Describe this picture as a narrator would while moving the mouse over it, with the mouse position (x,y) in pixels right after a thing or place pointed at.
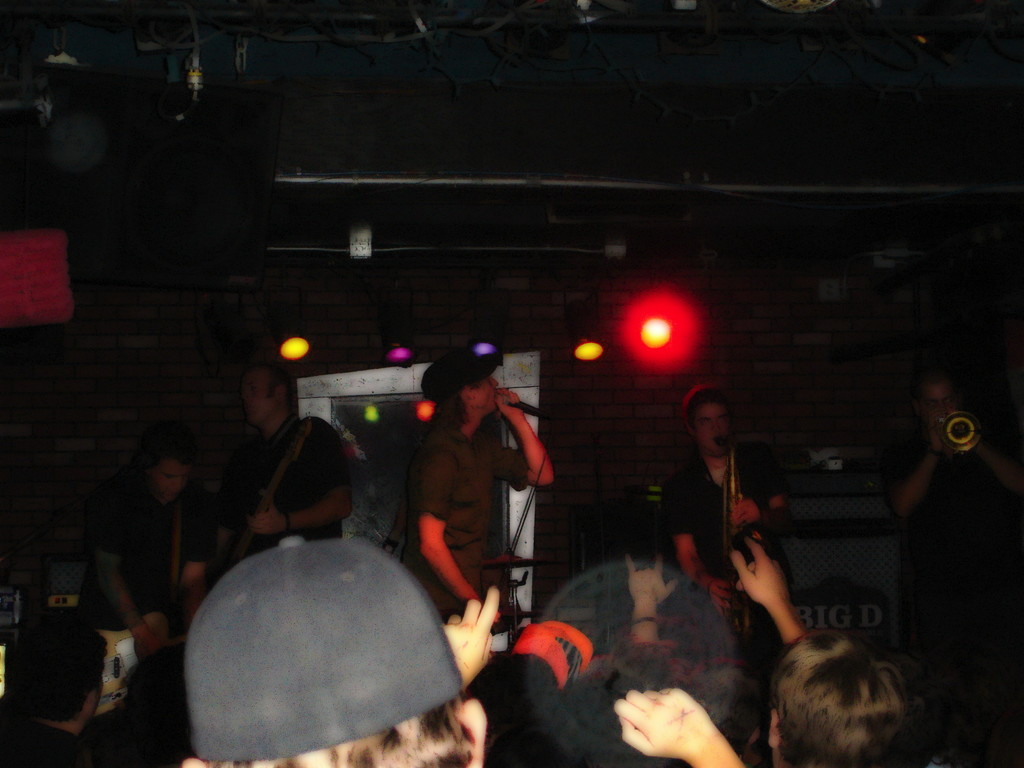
In this image I can see few people (784,624). Back I can see few people (317,422) playing musical instruments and one person (475,421) is holding mic (530,412). Back I can see different lights (648,314). I can see a wall (131,350).
